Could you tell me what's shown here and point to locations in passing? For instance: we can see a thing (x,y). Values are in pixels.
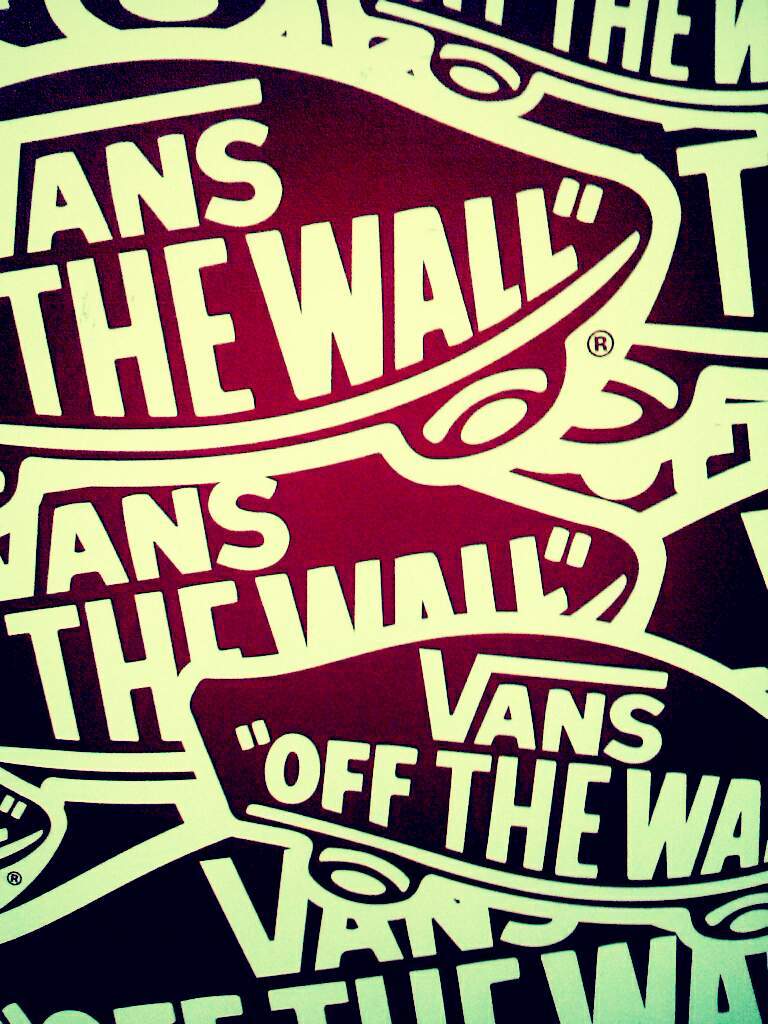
In this image we can see designs (332,406) and texts (279,1002) written on a platform (381,110).
